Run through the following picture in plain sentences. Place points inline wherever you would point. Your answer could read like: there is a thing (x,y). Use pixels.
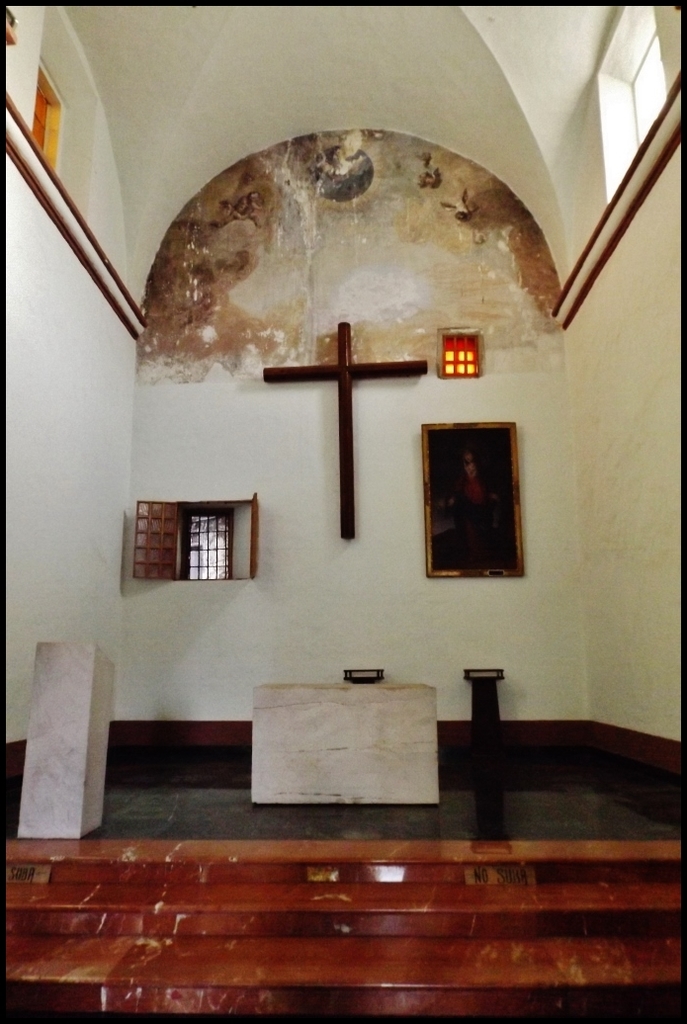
In this picture we can see steps (243,900), floor (228,833), podium (317,785) and objects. We can see cross symbol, frame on the wall (363,514) and windows (179,511).
